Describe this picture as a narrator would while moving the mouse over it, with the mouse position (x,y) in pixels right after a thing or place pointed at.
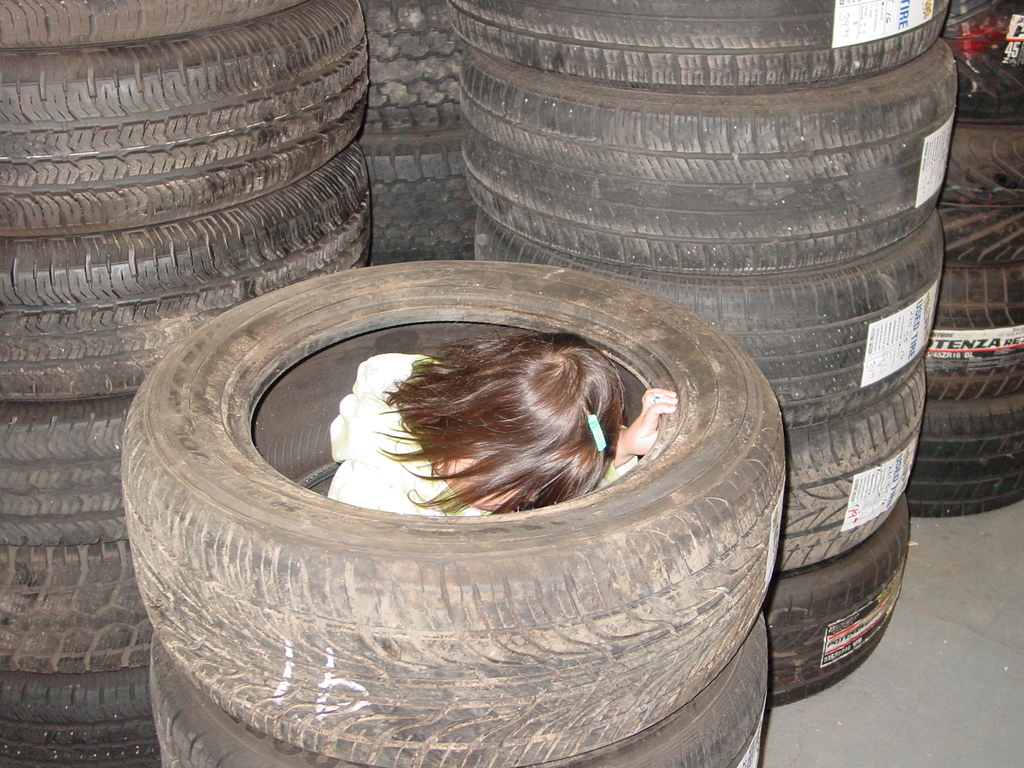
In this picture we can see tires (349,114) and we can see information stickers (906,23) pasted on them. Here we can see a girl (544,424) with a brown color short hair (560,413) and a hair clip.
